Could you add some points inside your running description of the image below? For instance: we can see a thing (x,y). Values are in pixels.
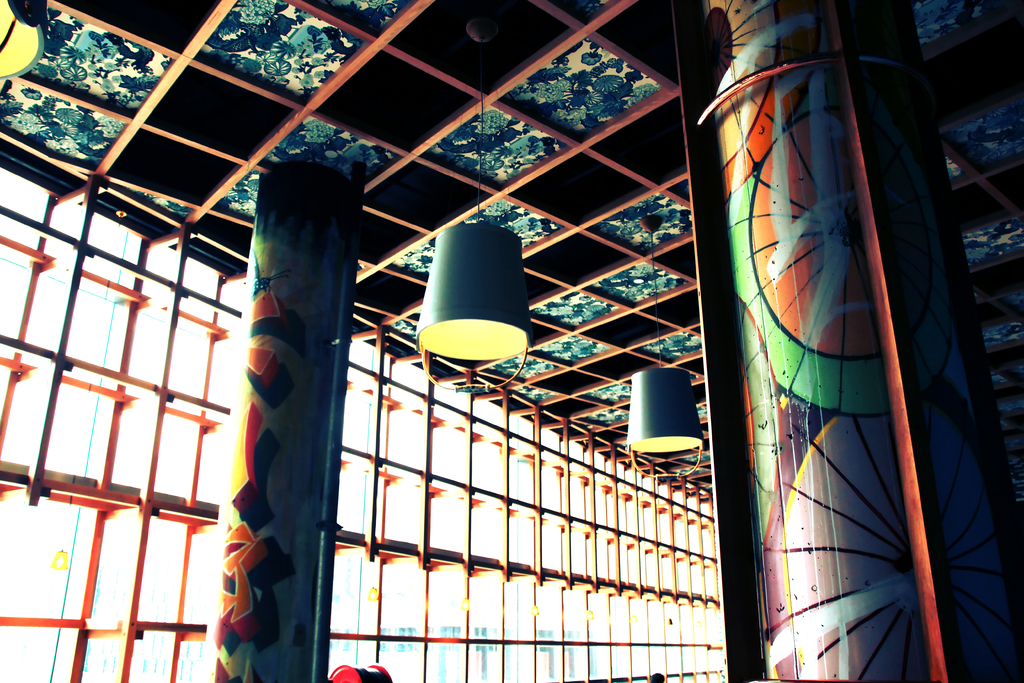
In this image, we can see windows (75,578) and there are some pillars (725,462), at the top (460,88) there is a shed (505,171), we can see the lights (446,341) hanging.
